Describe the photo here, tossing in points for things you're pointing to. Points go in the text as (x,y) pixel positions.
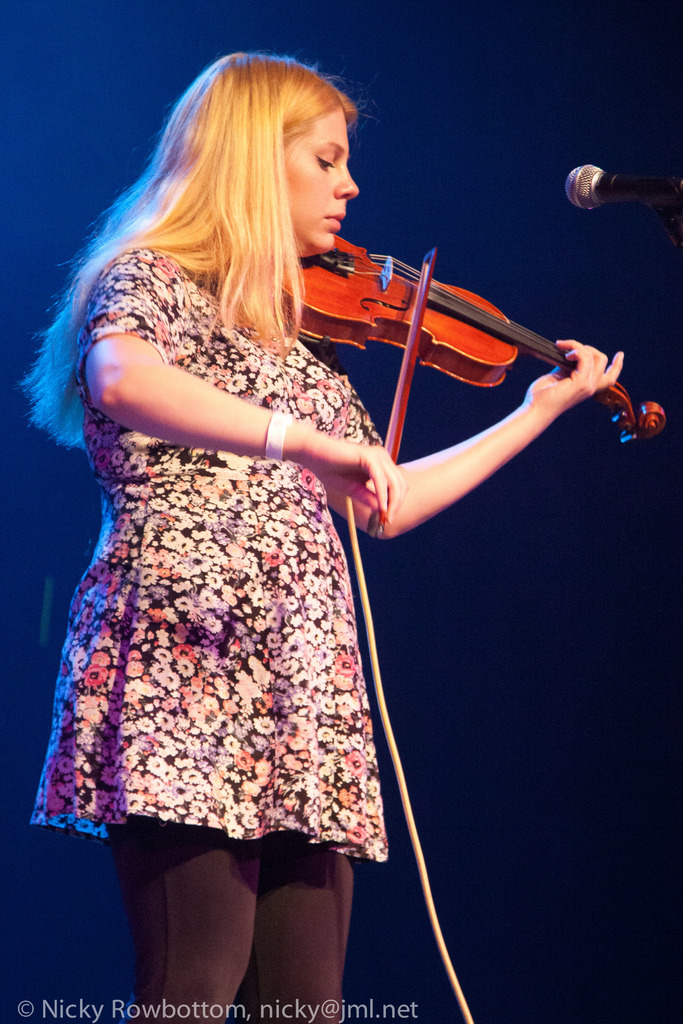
This image consists of a woman (330,546) who is holding a guitar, sorry Violin (453,371) in her hand (559,343). She has a mic (663,201) in front of her. The mic (602,178) is on the right side (571,201) top corner.
